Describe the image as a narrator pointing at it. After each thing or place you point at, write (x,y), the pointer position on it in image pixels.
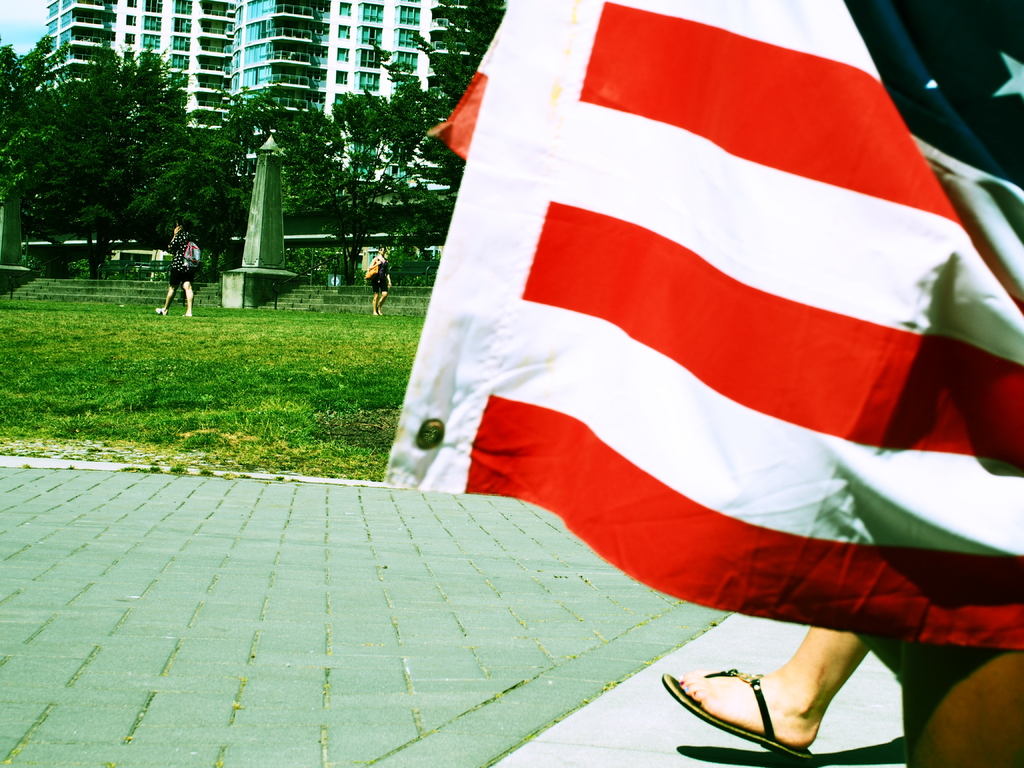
In this image I can see the ground (351,562), legs (829,693) and a flag (809,148) which is red, white and black in color. In the background (296,407) I can see some grass (339,344), few persons (183,247) standing, a pole (249,250), few stairs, few trees (193,149), few buildings (191,38) and the sky (17,13).
